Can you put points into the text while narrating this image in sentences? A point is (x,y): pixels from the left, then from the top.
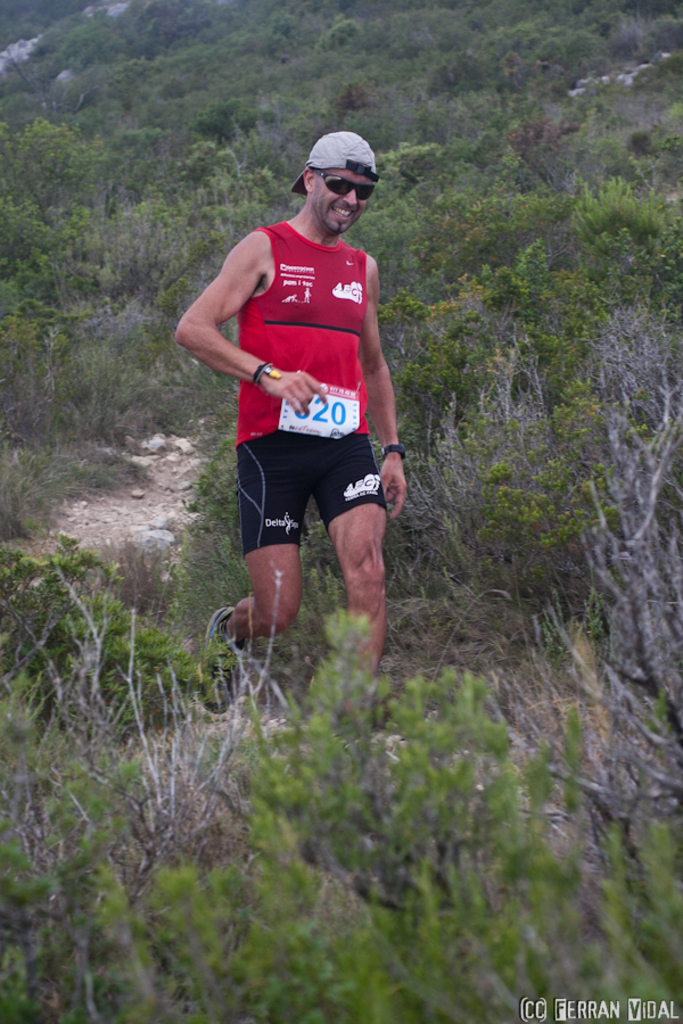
In this picture we can see a man (356,277) wearing cap (353,139), goggles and he is walking. Remaining portion of the picture is full of greenery (561,544) and we can see the stones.
